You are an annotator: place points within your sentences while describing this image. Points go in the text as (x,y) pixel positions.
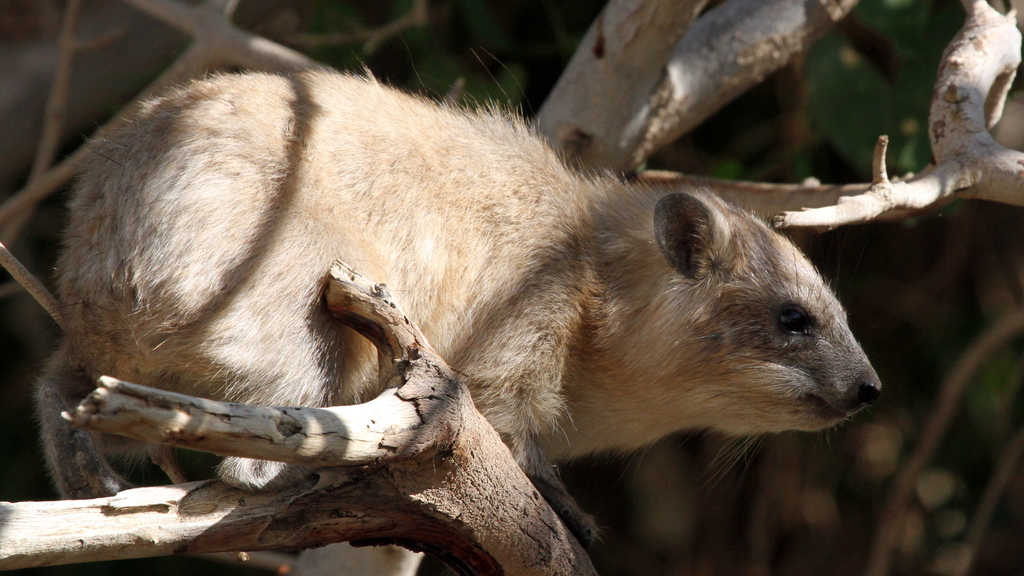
In this image, there is a brown color animal (481,369) sitting on a tree (739,78).
